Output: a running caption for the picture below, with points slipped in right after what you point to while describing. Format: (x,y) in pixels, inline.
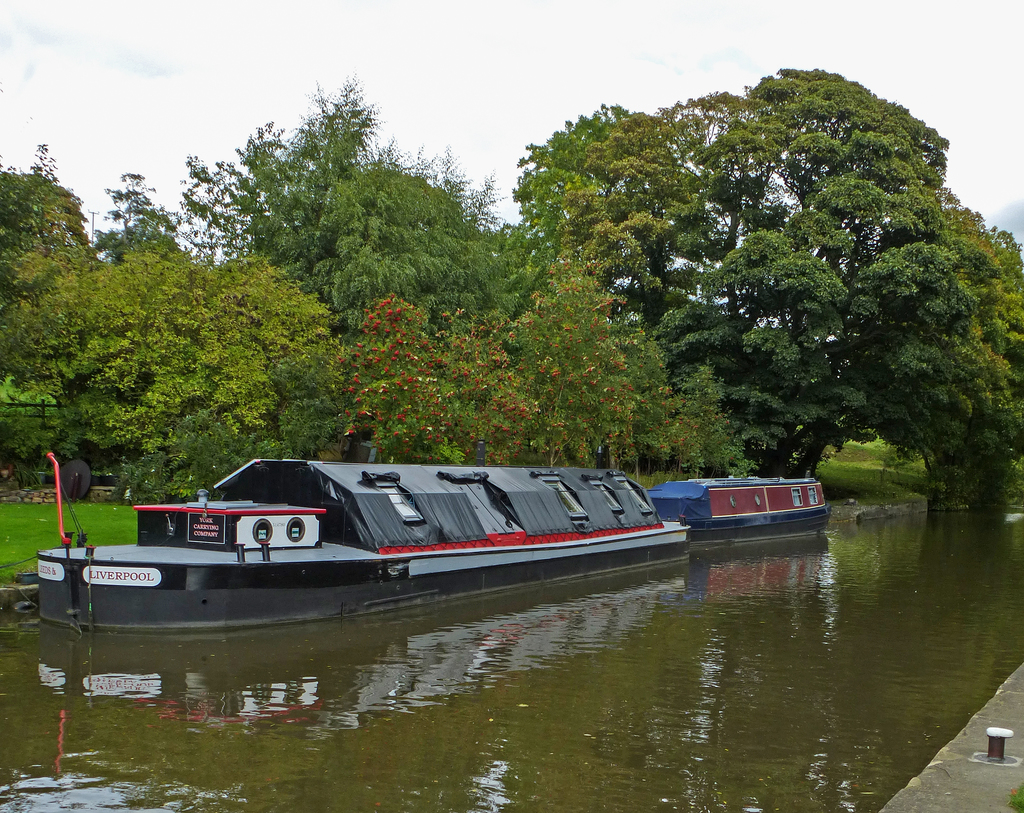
In this image we can see boats (242,620) on the water (395,640), there are some trees (138,400) and grass (33,516), in the background (170,78) we can see the sky (901,98).
